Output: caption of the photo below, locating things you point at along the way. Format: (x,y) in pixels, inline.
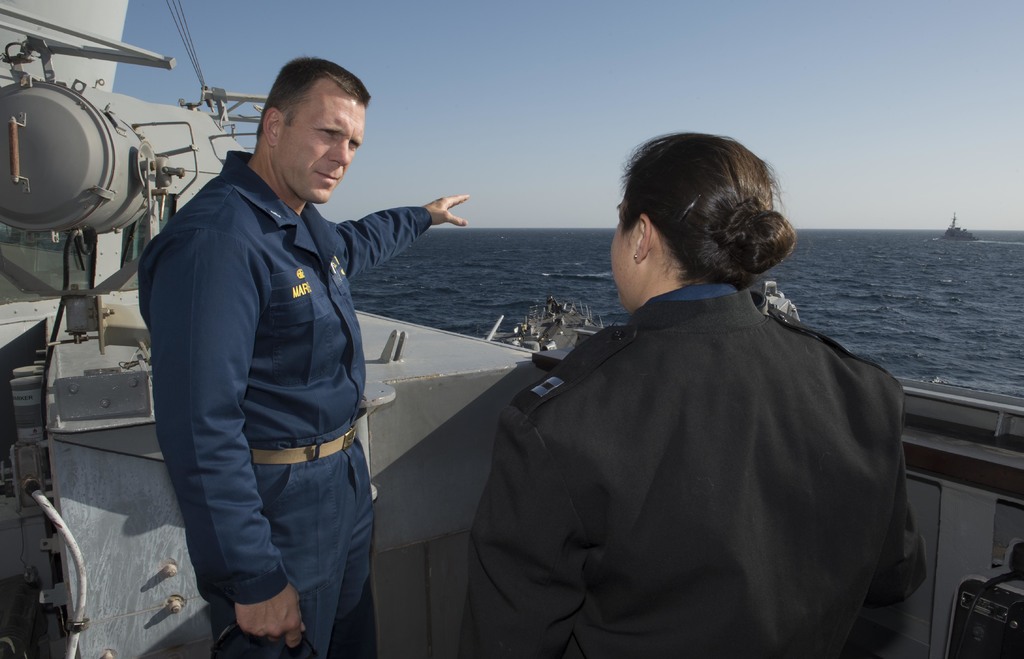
In this picture I can see a woman (643,345) and a man (310,315) are standing. They are wearing uniforms (340,436). In the background (526,239) I can see water (528,256) and boat (968,230). On the left side (123,370) I can see machines (99,288).
